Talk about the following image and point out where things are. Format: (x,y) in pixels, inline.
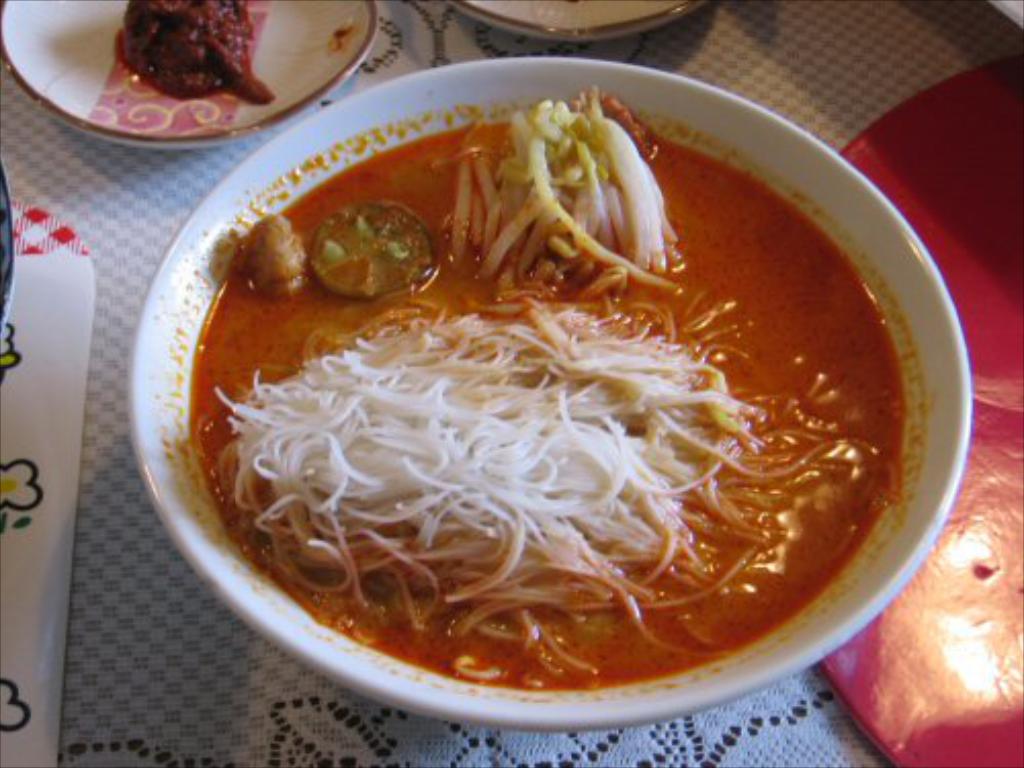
In this image I can see a table (149,622) which is covered with a cloth (131,624). On the table (682,56) there are some bowls (331,64) which consists of different food items (240,252). On the right side (990,434) there is a red color object (962,495) is placed on the table (676,746).
